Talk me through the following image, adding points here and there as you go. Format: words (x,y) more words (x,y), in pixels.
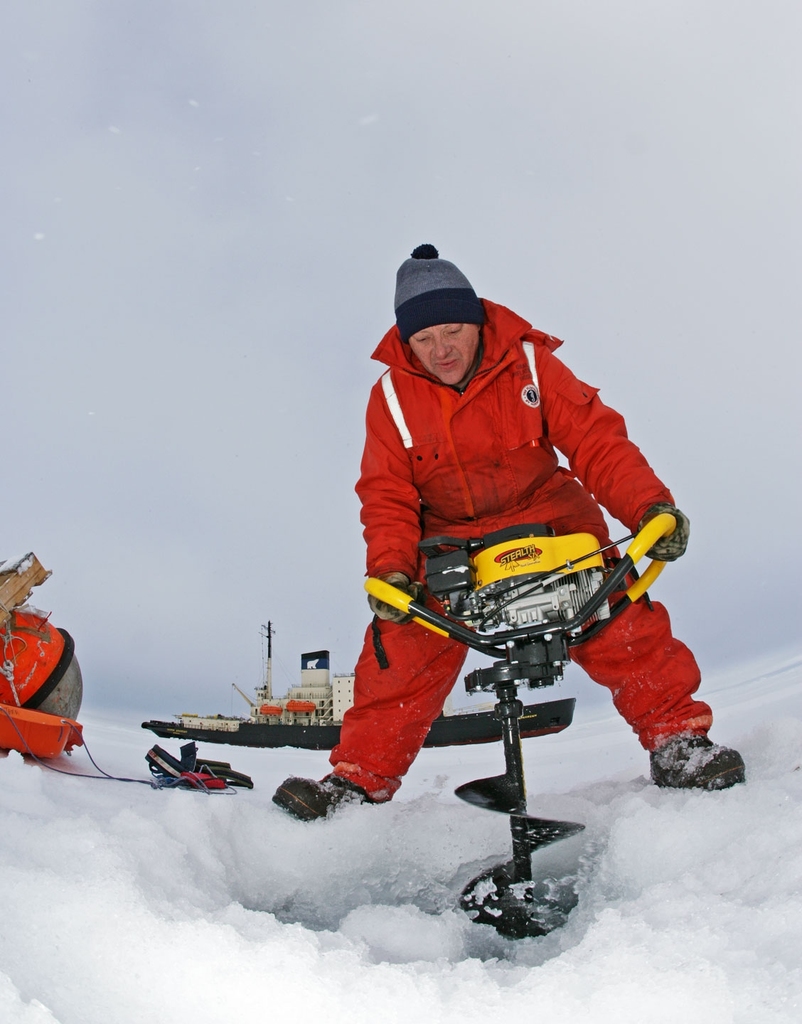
In this picture you can observe a person (450,487) wearing an orange color suit (429,492) and a cap (414,302) on his head (429,292). This person (421,492) is holding a machine (525,670) which is in yellow and black color in his hands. In the background (204,741) we can observe black color ship (554,715) and a sky (251,326).
